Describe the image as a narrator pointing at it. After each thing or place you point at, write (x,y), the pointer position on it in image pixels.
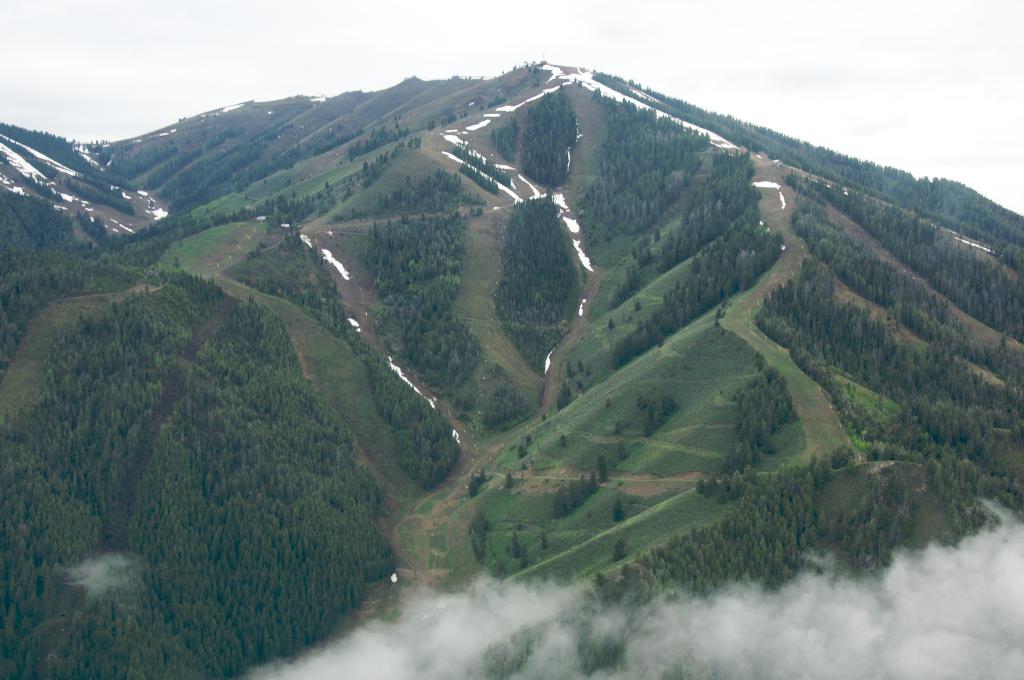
We can see there are some trees (213,301) on the mountain (500,158) in the middle of this image (646,231), and there is a sky (588,9) at the top of this image (492,29).
